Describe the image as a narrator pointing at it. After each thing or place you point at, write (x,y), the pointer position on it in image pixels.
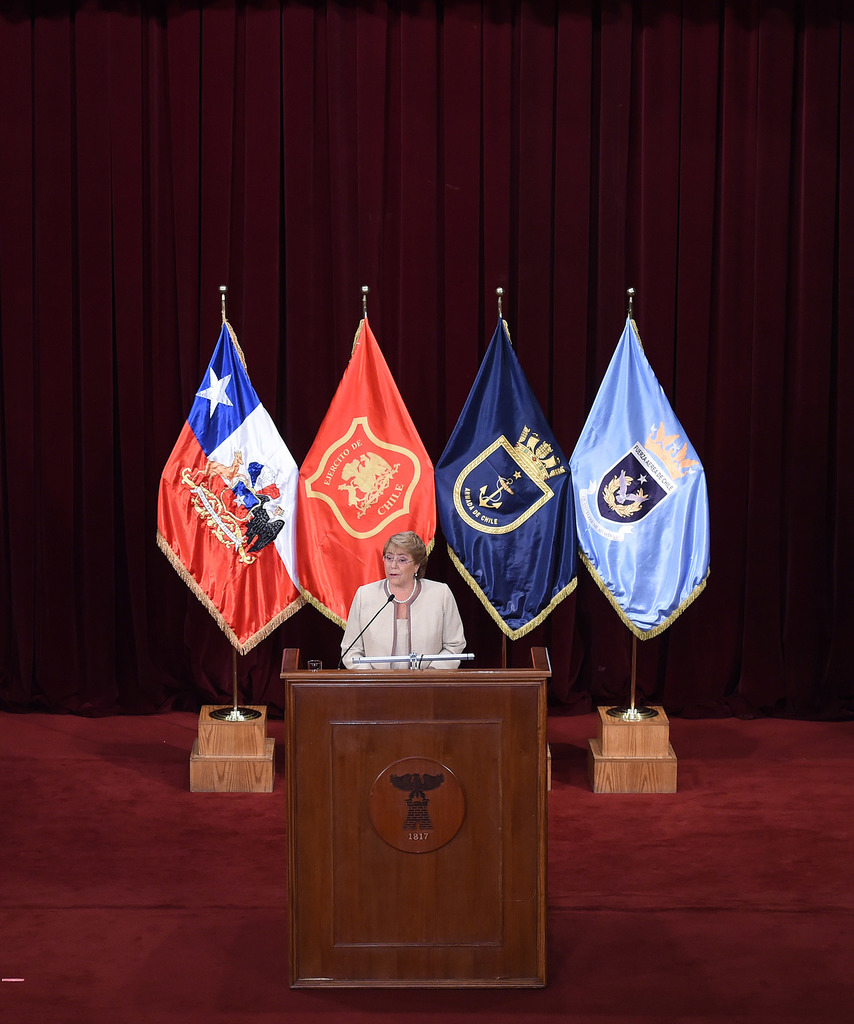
In the center of the image (412,594), we can see a lady (407,579) wearing glasses (400,565) and standing and there is a mic (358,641) and a podium (452,711). In the background (367,489), there are flags (291,513) and we can see stands (623,770) and a curtain (590,653). At the bottom (666,903), there is a floor (666,891).
